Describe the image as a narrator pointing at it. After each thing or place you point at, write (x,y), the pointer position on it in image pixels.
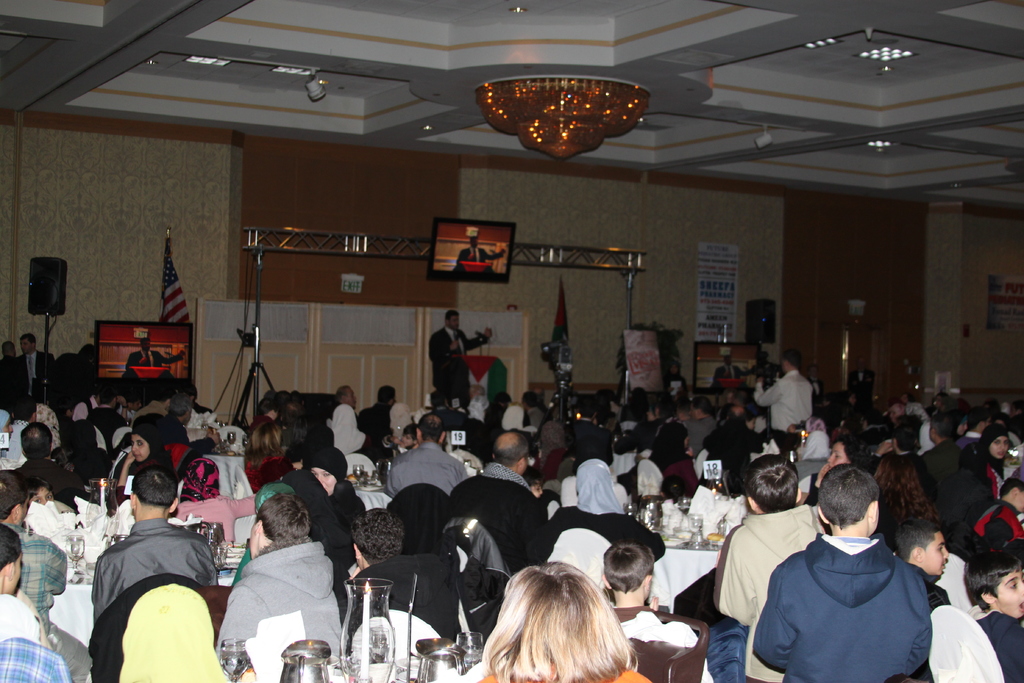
In this image there are group of persons (194,514) sitting and standing. In the background (147,347) there are flags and there are tv's (470,275) and there is a person (444,350) standing and speaking. On the right side (791,395) there is a man (784,400) standing and taking a video holding a camera (772,377). In the front (383,659) on the table (366,661) there are glasses (476,655), there is a jar (369,637). In the background (725,265) on the right side (702,273) there are posters (728,313) on the wall (689,284) with some text (718,294) written on it, and there are speakers (766,328).
